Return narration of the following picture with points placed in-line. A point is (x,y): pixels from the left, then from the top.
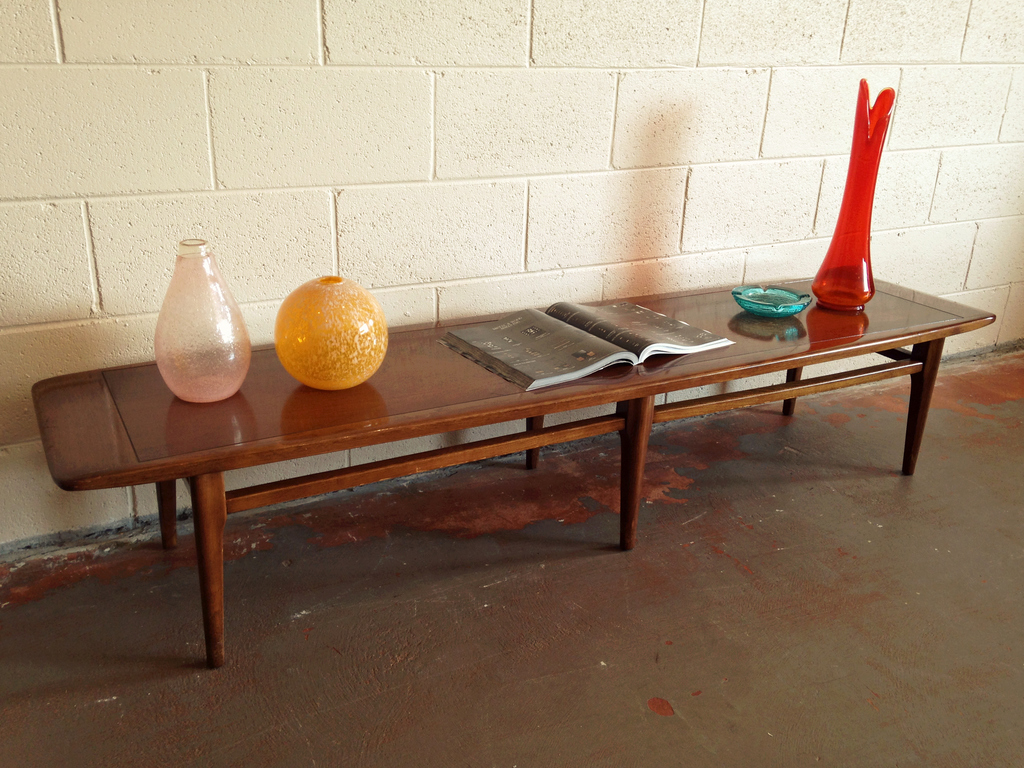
The picture consists of a bench (148,381), on the bench (162,381) we can see glass items (842,253), book (622,347). In the background (366,158) it is wall (396,148). At the bottom (433,686) there is floor (583,709).
